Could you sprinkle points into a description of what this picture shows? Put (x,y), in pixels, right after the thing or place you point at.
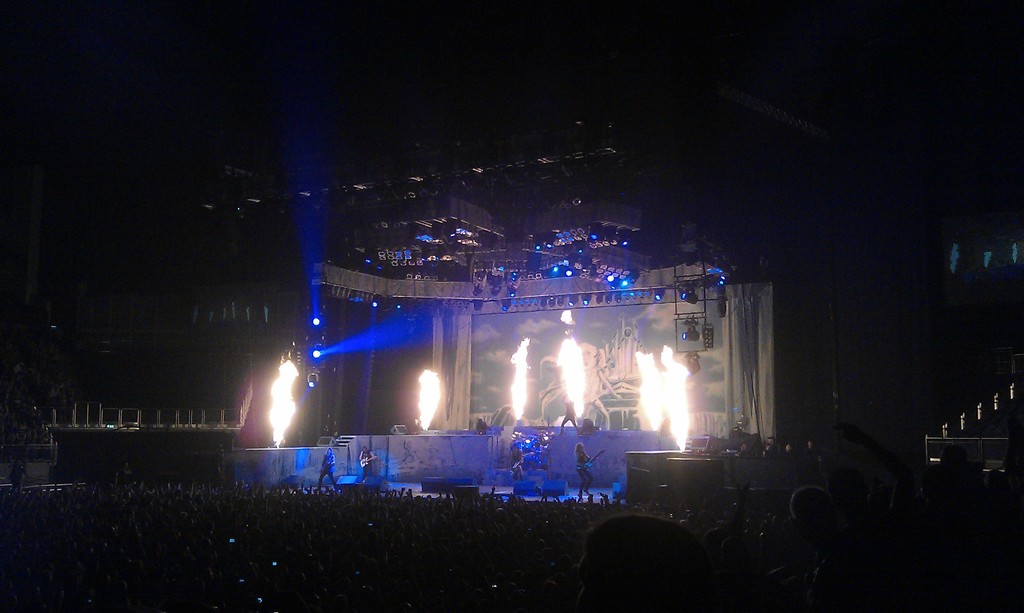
In the image we can see the crowd (288,528) and there are people (580,452) on the stage (458,453), they are wearing clothes (369,466) and some of them are holding musical instruments (588,469) in their hands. Here we can see the flame (282,366), lights (515,273) and the corners of the image are dark.
